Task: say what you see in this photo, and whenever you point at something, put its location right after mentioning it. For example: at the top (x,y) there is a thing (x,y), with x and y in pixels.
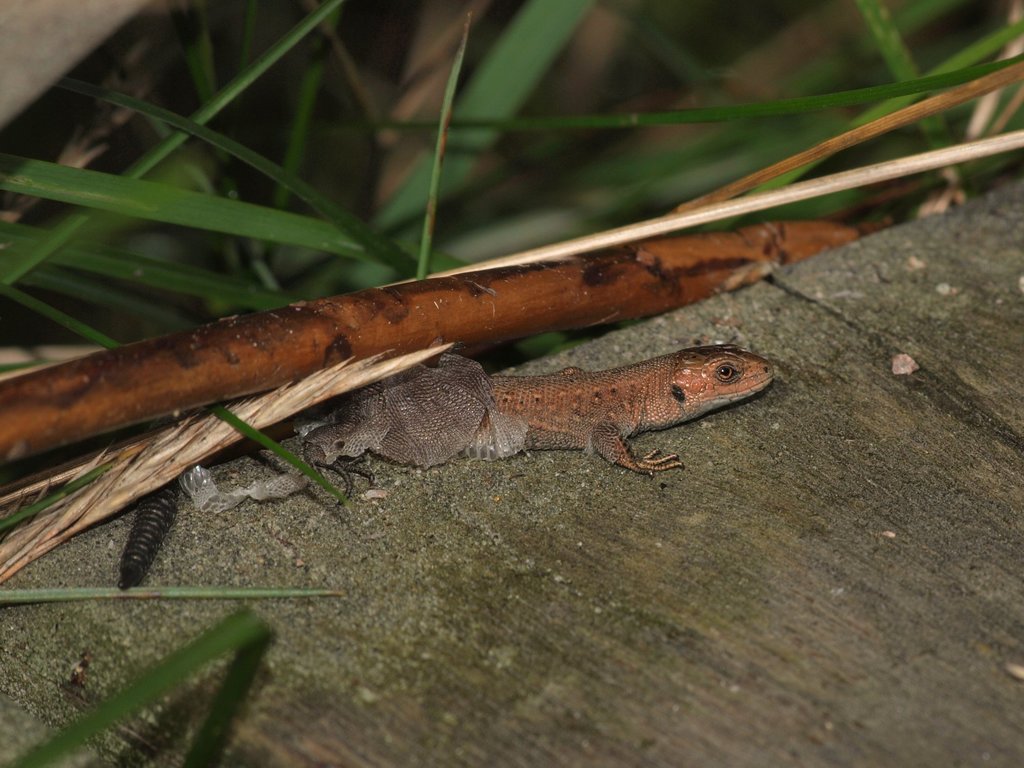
In this image I can see a reptile (630,416) on the ground (574,541). On the top of the image (417,164) there are few leaves (330,222) of a plant (399,264).
